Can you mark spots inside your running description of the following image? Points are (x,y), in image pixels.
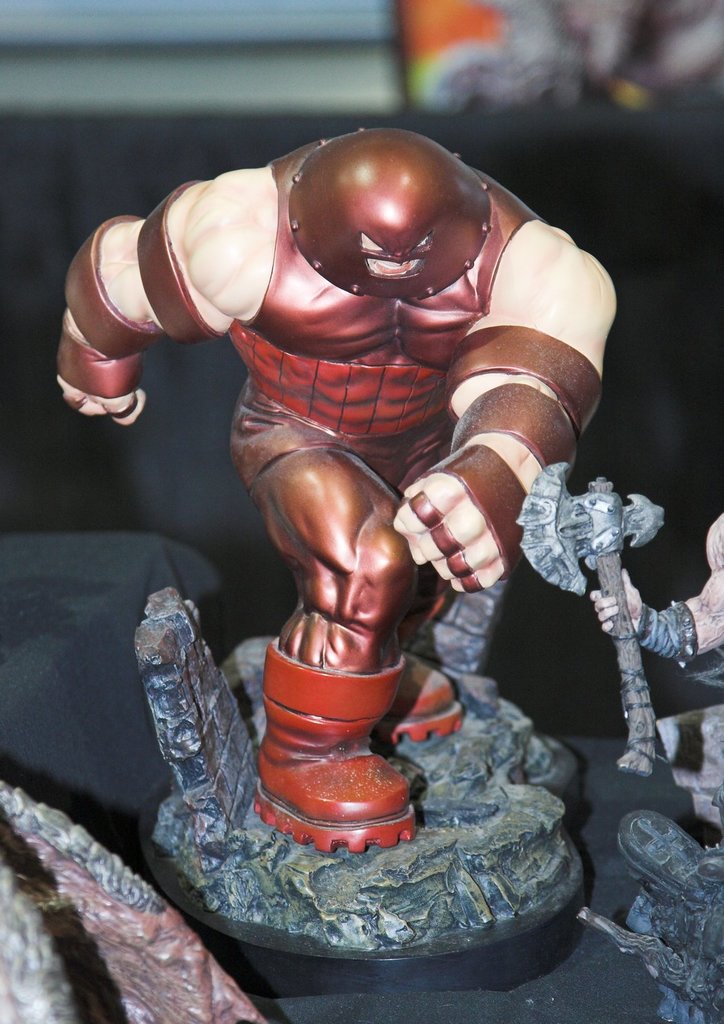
In this picture I can observe a figurine of marvel character (281,398) which is in brown and cream color. The background (15,158) is blurred.
